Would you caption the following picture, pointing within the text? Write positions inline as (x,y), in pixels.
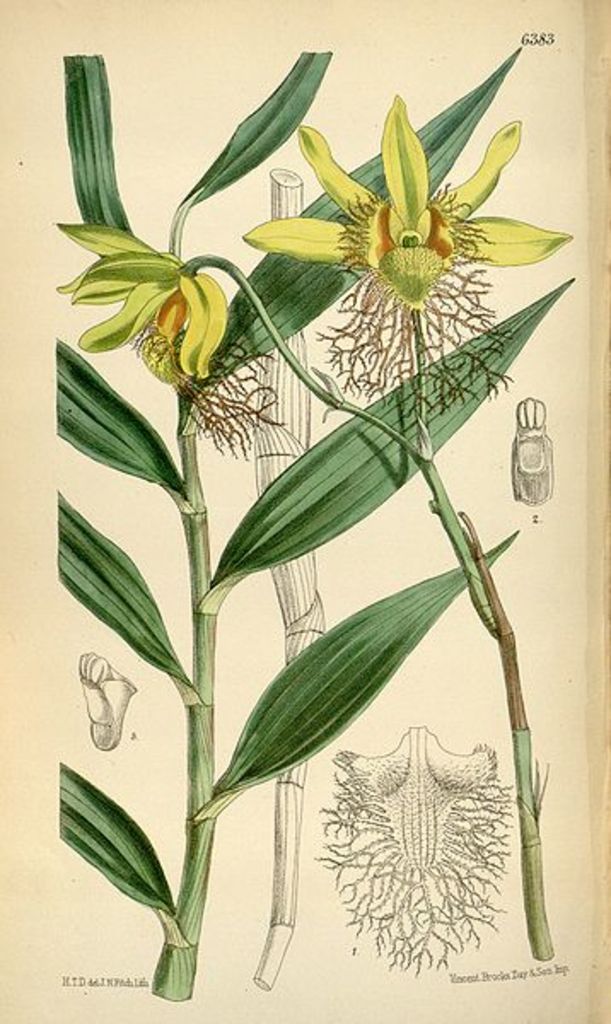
In this image we can see pictures (258,393) of plants (325,520), flowers (304,231), roots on the paper (333,792), also we can see the text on it.
